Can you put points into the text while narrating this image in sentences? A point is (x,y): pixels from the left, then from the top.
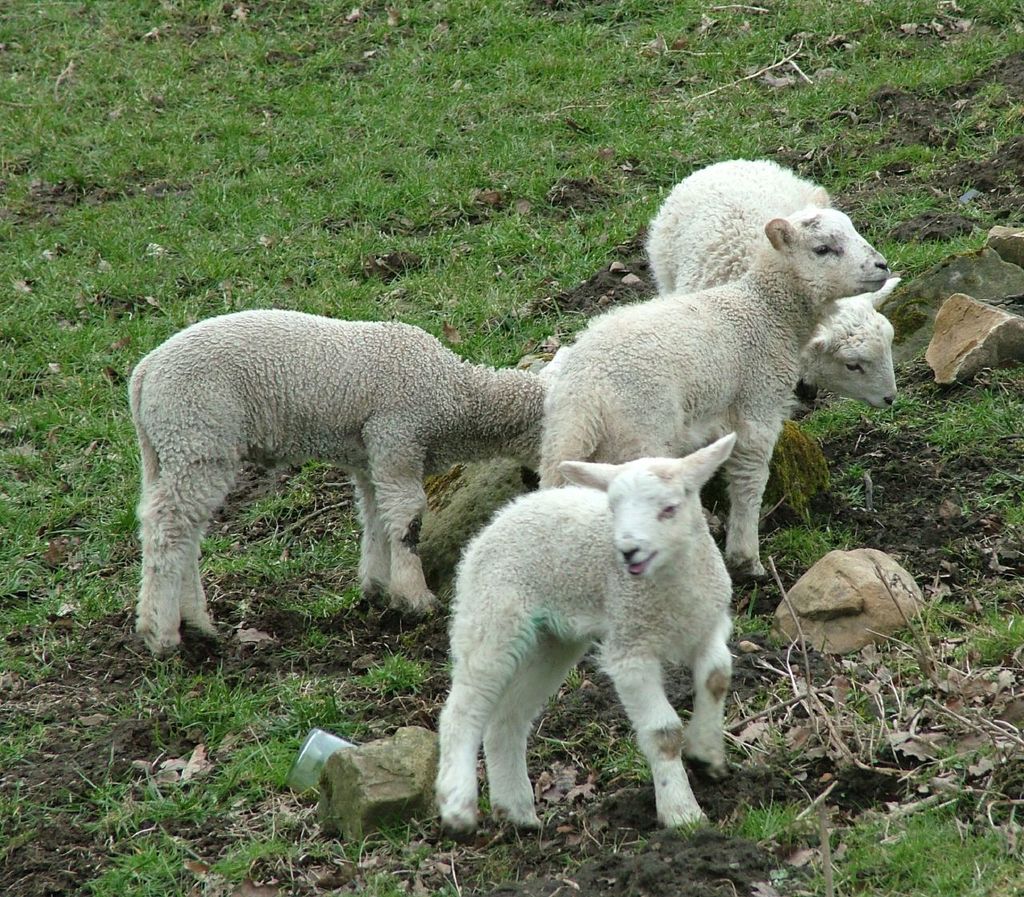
In this picture we are looking at 4 lamb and all this backside are grass (934,77) this are rock (983,335) on the right side (880,578).
